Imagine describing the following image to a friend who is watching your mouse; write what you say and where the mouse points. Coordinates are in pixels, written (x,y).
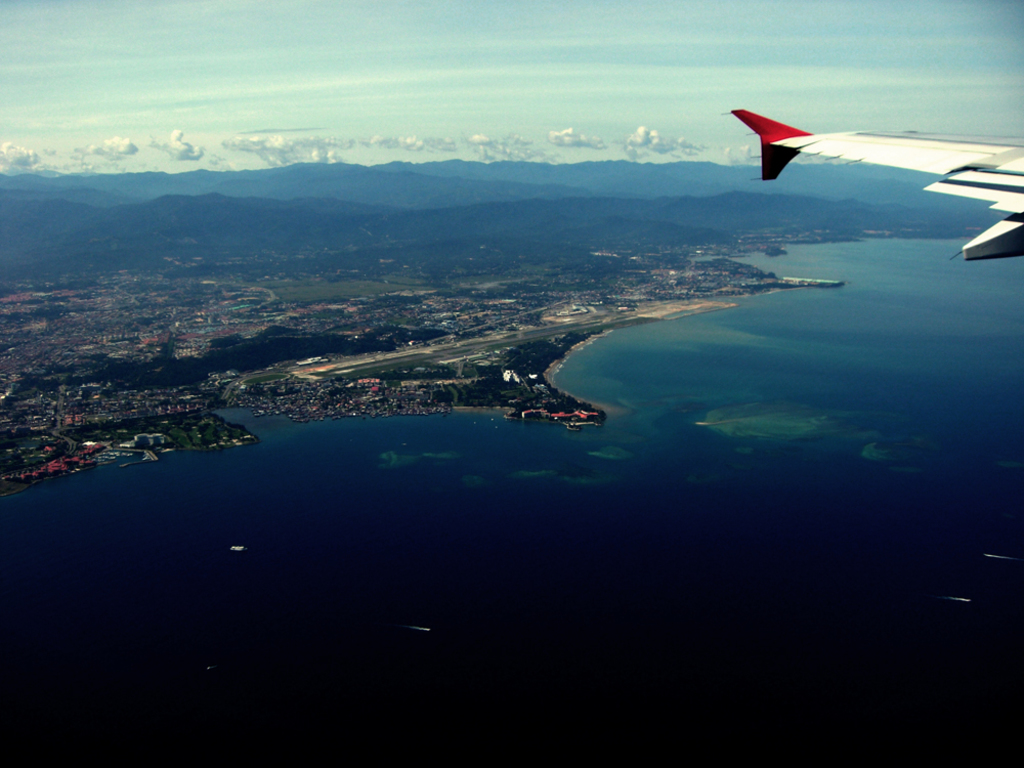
In this image we can see an airplane (807,133) flying in the sky (821,66). At the bottom (582,523) it looks like a city (406,357) with an airport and there are mountains (554,240) and water (589,354).
